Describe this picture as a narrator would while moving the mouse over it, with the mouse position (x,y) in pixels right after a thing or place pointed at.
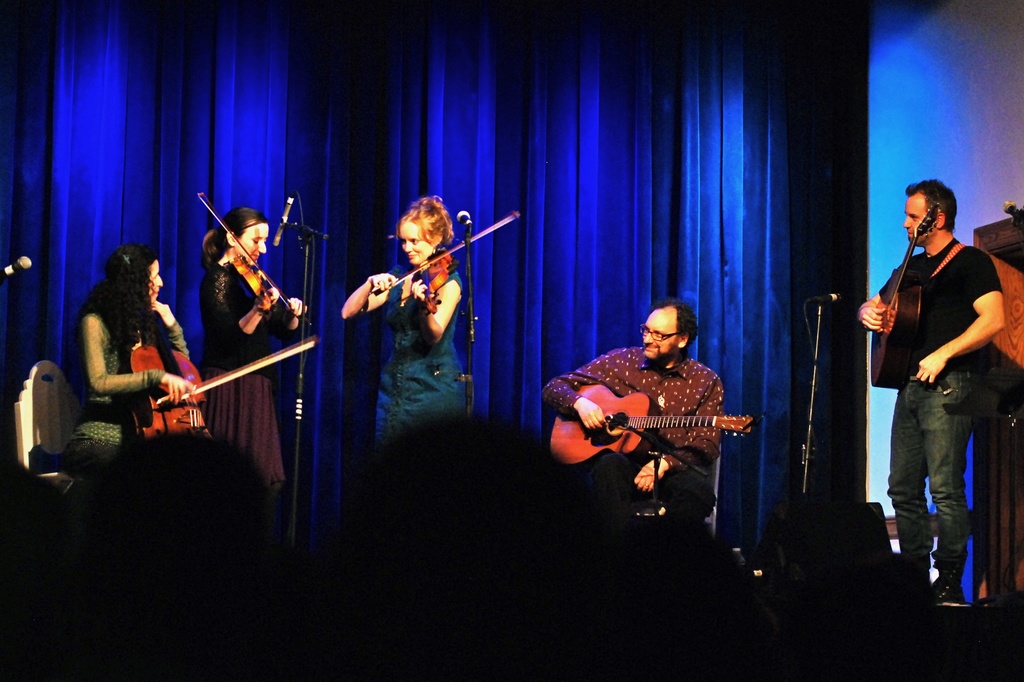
This is a stage performance. On the right (928,365) there is a man (927,339) he wear t shirt (952,300) and trouser (935,493) he is holding a guitar (899,348). In the middle (455,287) there is a woman (450,336) she is playing violin (436,286). On the left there is a woman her hair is tied back she is playing violin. In the background (645,255) there is a curtain (569,164).
